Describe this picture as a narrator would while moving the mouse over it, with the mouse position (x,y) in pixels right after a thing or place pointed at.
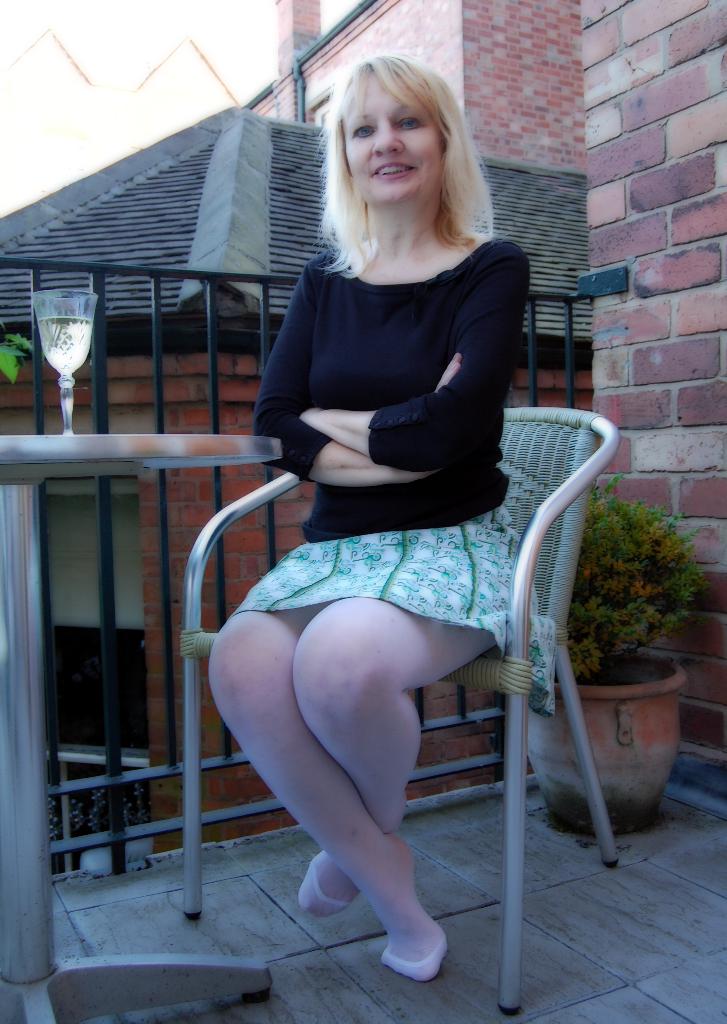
In the image we can see a woman (331,381) wearing clothes (432,442) and she is sitting on the chair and she is smiling. Here we can see the plant (634,639), table (20,448) and on the table (105,447) there is a wine glass (70,414). Here we can see the fence (200,350), floor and the brick wall (635,194).
